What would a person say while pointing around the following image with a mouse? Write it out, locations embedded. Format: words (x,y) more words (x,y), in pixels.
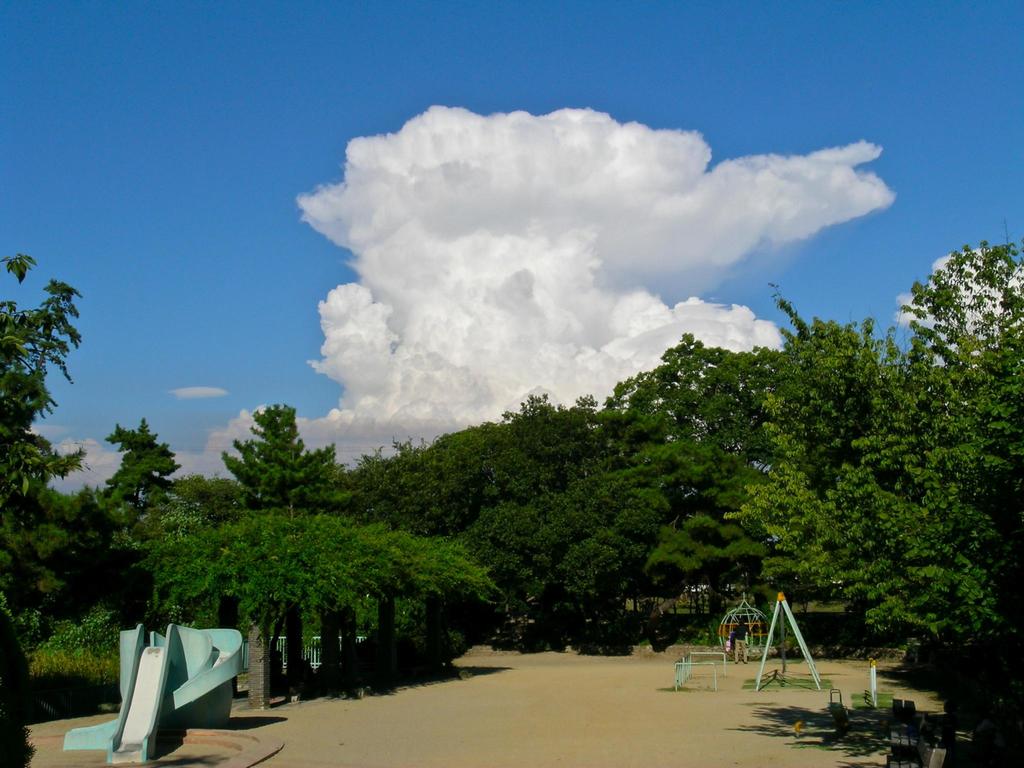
In this image there is a land (359,760), on that land (618,678) there are playing items (188,664) and trees (689,493) and the sky (579,330).
